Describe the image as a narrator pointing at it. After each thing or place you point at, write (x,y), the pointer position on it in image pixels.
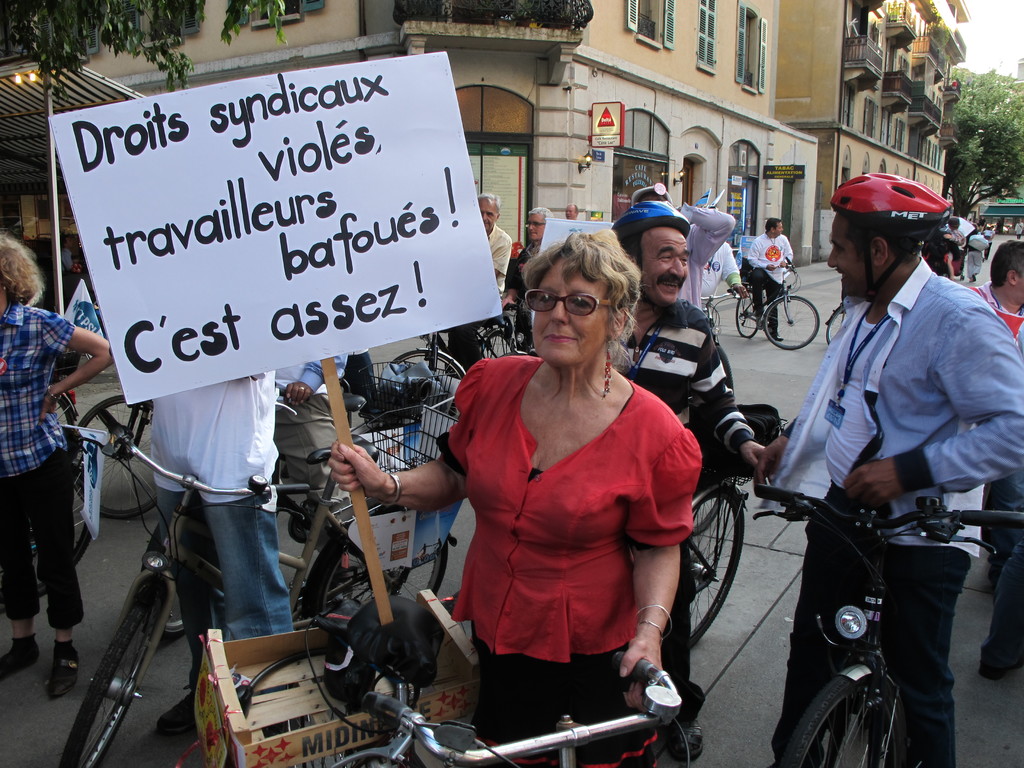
A woman (567,547) wearing a specs (571,294) is holding a placard (381,332) and a cycle (382,704). On the cycle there is a box (284,642). There are some people (918,376) standing on the cycles (117,474). And the person (897,445) in the right (915,440) is wearing helmet (881,221). In the background (715,62) there are buildings (657,61), trees (118,28), windows (651,124), sign board (621,131), road (786,339).
